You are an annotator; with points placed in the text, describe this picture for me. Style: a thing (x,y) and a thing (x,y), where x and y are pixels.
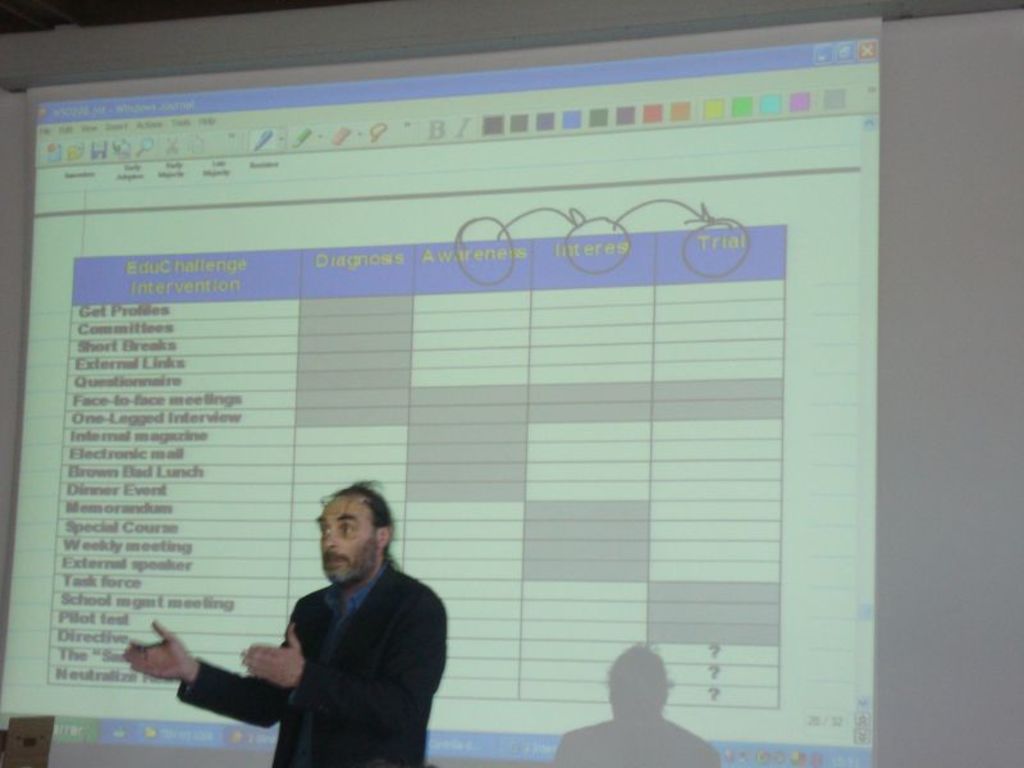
In this image we can see a person (290,650). In the background of the image (27,314) there is a screen (239,559) with some text (106,403).
